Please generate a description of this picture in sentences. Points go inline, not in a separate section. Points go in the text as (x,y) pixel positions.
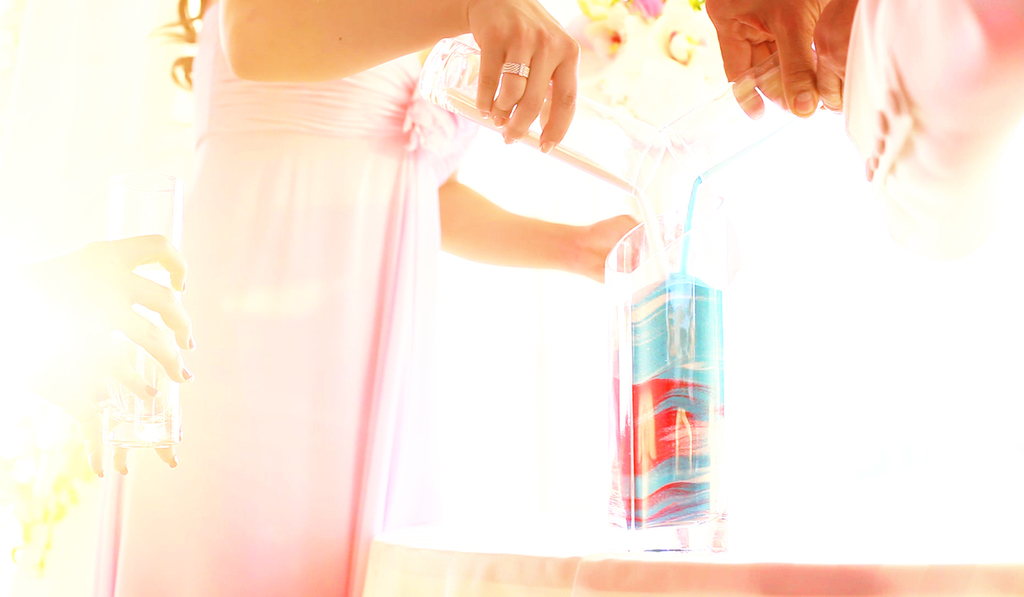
In this image we can see two persons (401,152) holding glass tumblers (462,102) in their hands (749,110) and pouring sand (690,363) into the container (690,442).
